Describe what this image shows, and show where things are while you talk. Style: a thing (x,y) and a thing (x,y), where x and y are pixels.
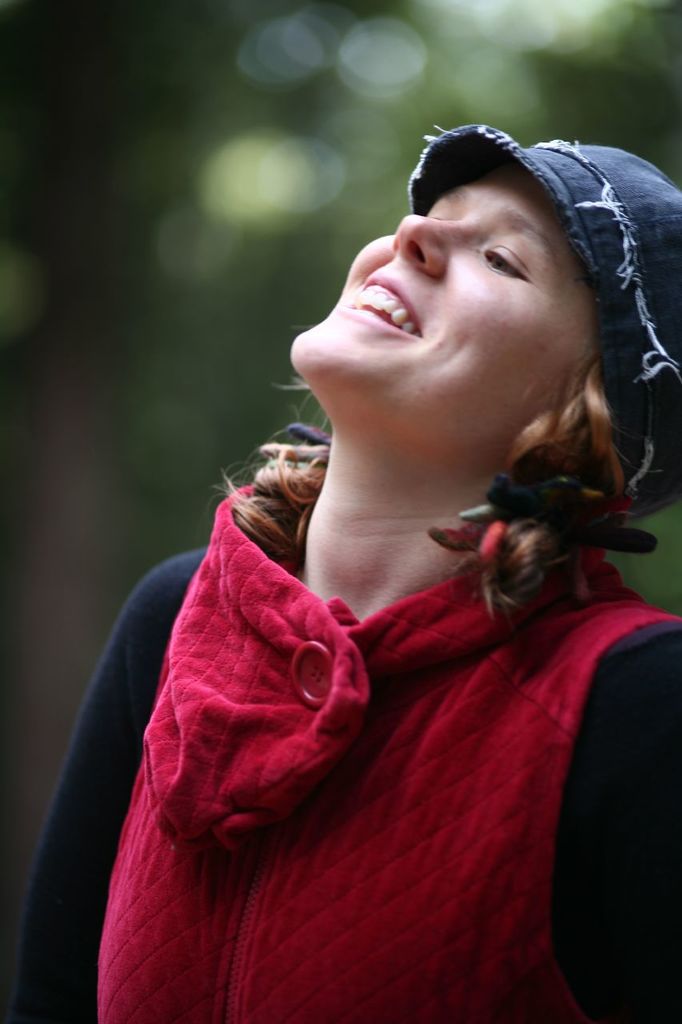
In this image we can see a lady (414,701) smiling. She is wearing a jacket (542,867) and a cap (622,348).
